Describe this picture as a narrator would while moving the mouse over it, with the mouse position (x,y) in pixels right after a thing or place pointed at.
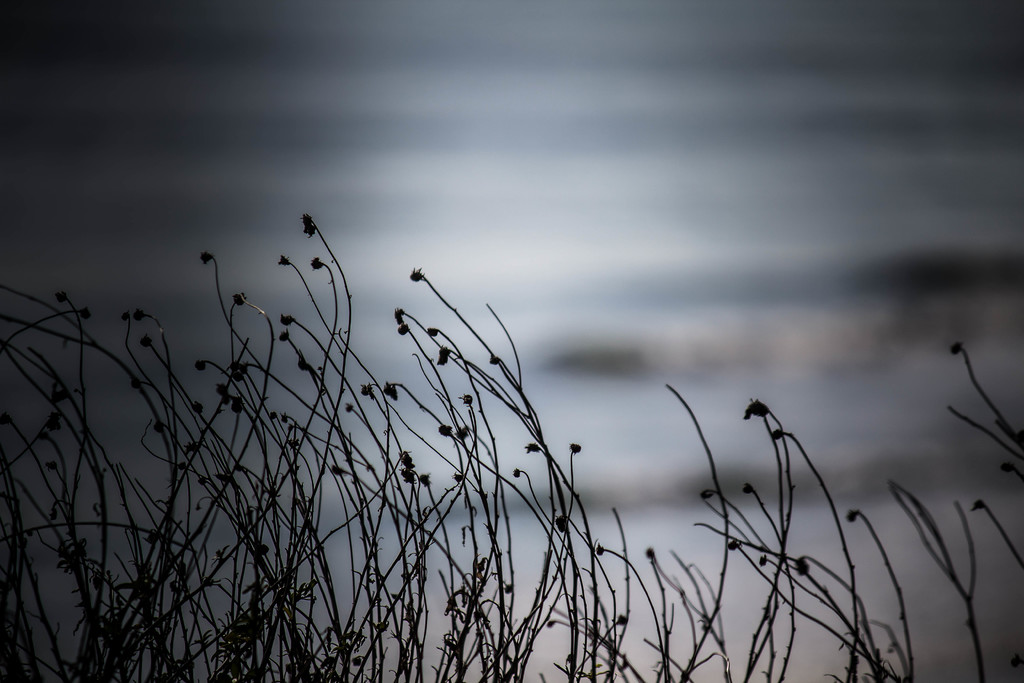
In this picture we can see few plants (292,443).
